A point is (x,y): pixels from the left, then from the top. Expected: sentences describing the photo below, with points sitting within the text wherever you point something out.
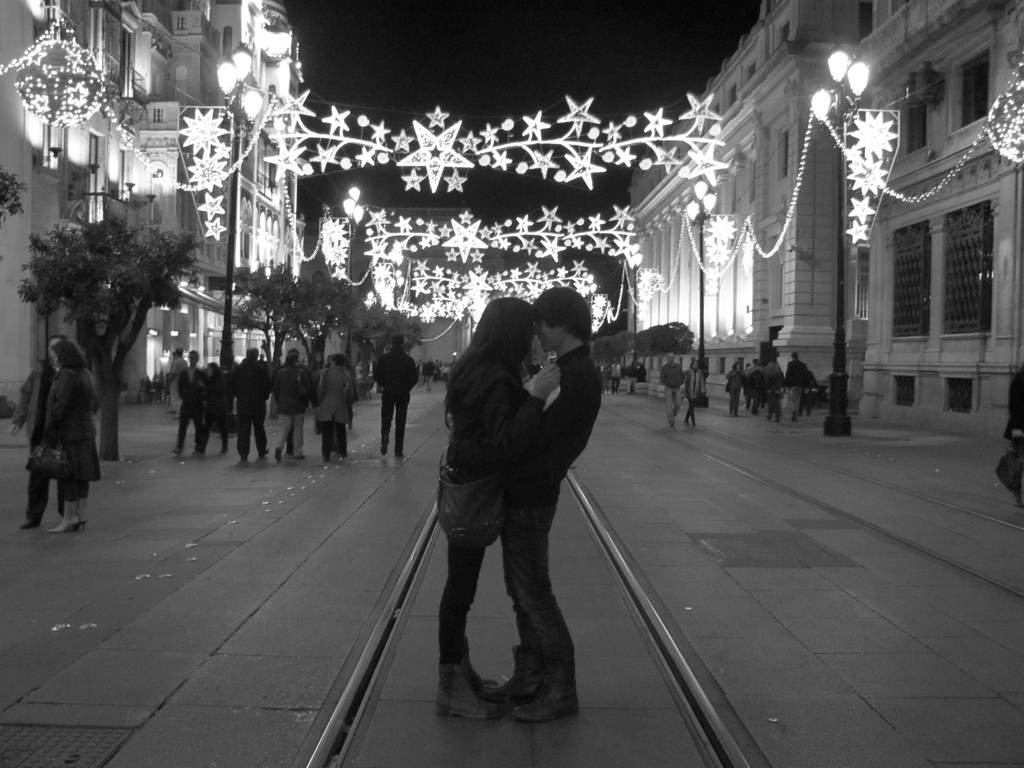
There is a woman (495,432) and a man (582,333) standing and closed with each other on the road (544,745). In the background (266,376), there are persons (88,449) walking on the road (165,470), there are lights (520,172) arranged, there are buildings (914,160), trees (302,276) and there is sky (622,27).
